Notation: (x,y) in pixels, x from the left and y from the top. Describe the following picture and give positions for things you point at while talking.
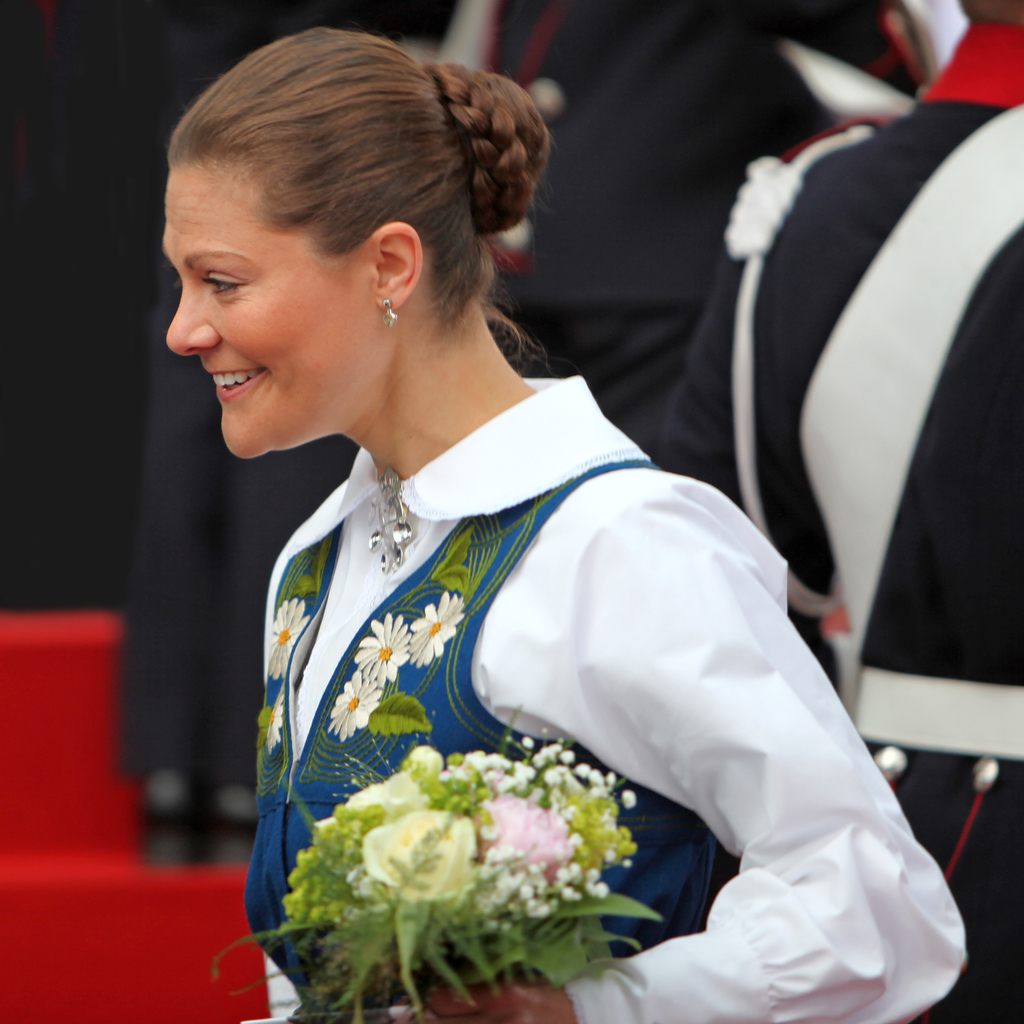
We can see a woman (658,788) is standing and holding a flower bouquet (509,851) in her hand (485,1006) and she is smiling. In the background (887,115) there are few persons (887,115). on the left side (61,739) we can see a person (140,473) is standing on the carpet (154,975) on the steps (54,931).
